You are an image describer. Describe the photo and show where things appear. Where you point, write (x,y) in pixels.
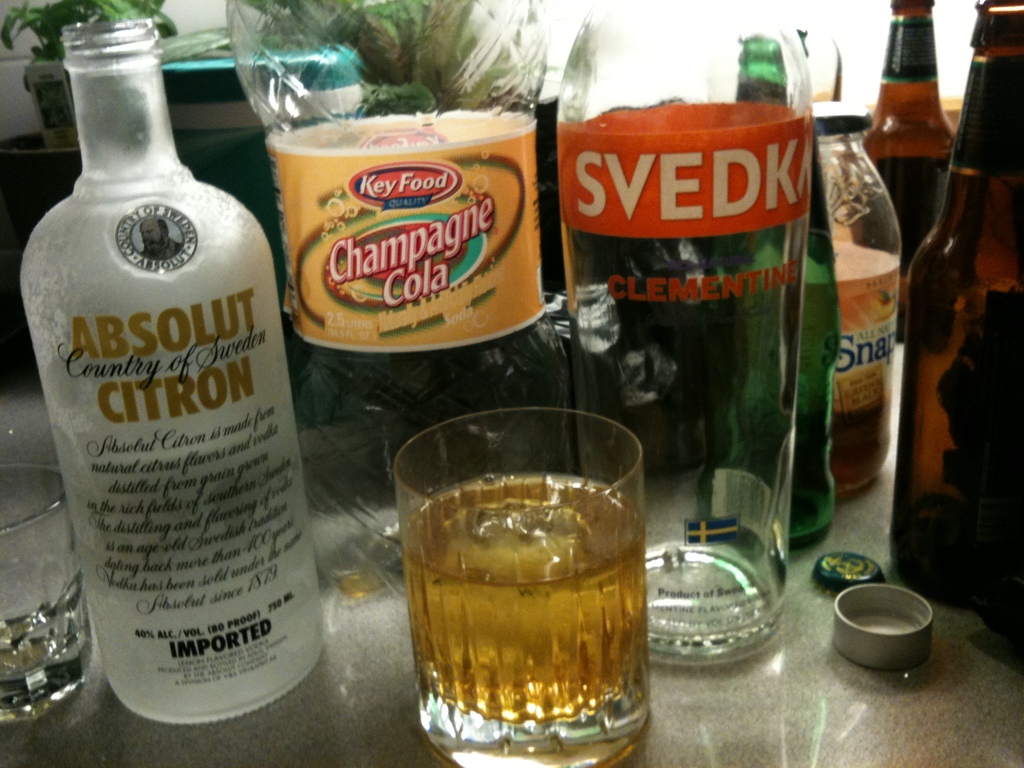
In this picture, this is a table (827,667) on the table (878,681) there are glass (551,597) with liquid (537,579), bottles (617,332), caps (889,624), box (172,122) and house plant (56,167).
